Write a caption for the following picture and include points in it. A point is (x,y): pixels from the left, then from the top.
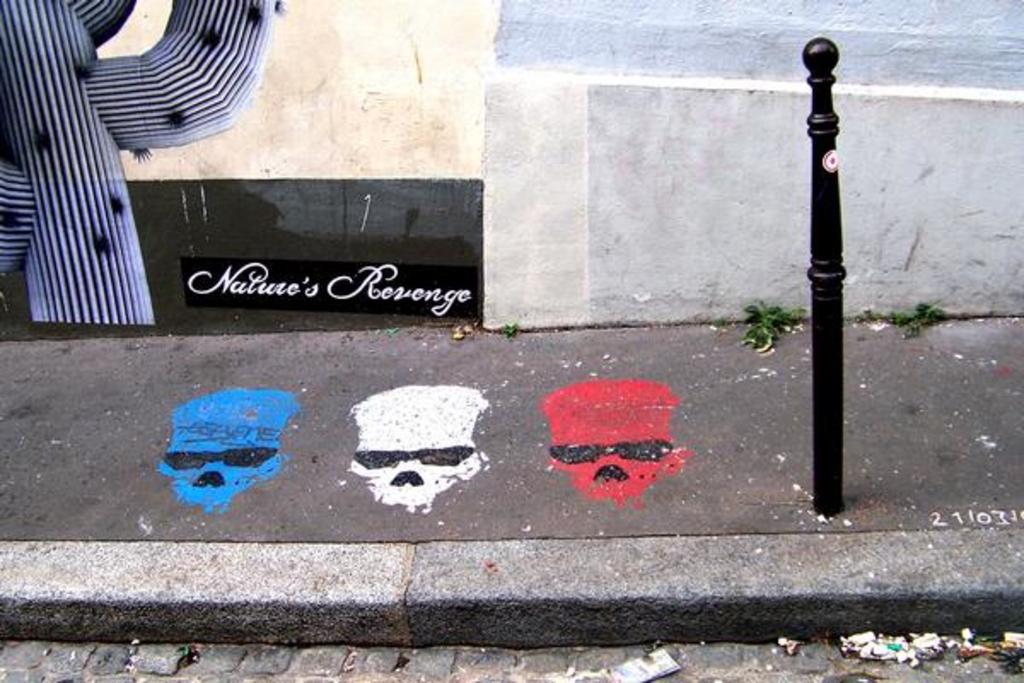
Here in this picture, on the right side (831,455) we can see a pole (822,473) present on the ground (877,453) and beside that we can see skull painting (240,426) present on the road (426,384) and on the wall (242,190) we can see a poster (62,221) present.
